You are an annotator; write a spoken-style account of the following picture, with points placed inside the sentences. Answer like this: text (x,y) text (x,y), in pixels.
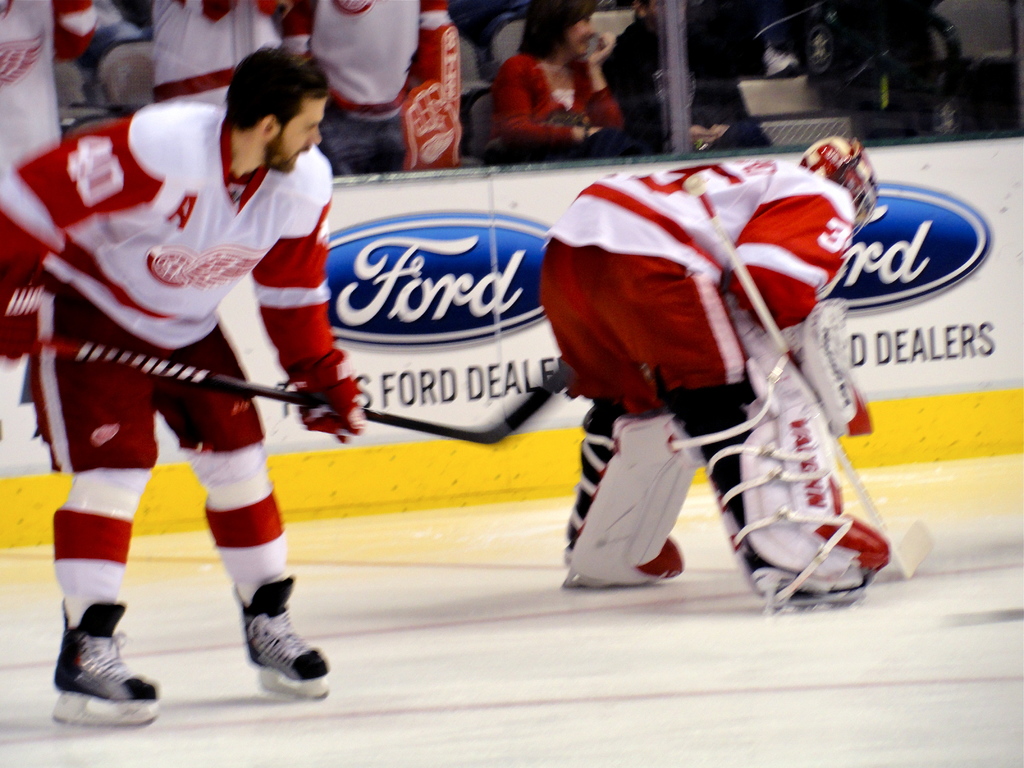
This picture is clicked in the indoor stadium (486,446). The man (334,428) in the red and white T-shirt (177,266) is holding a hockey stick (318,398) in his hand (332,392). Beside him, the man (687,326) in the red and white T-shirt (798,223) is wearing a red helmet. Behind them, we see a white board (483,260) with some text (434,305) written on it. In the background (646,12), we see people (579,64) sitting on the chairs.
